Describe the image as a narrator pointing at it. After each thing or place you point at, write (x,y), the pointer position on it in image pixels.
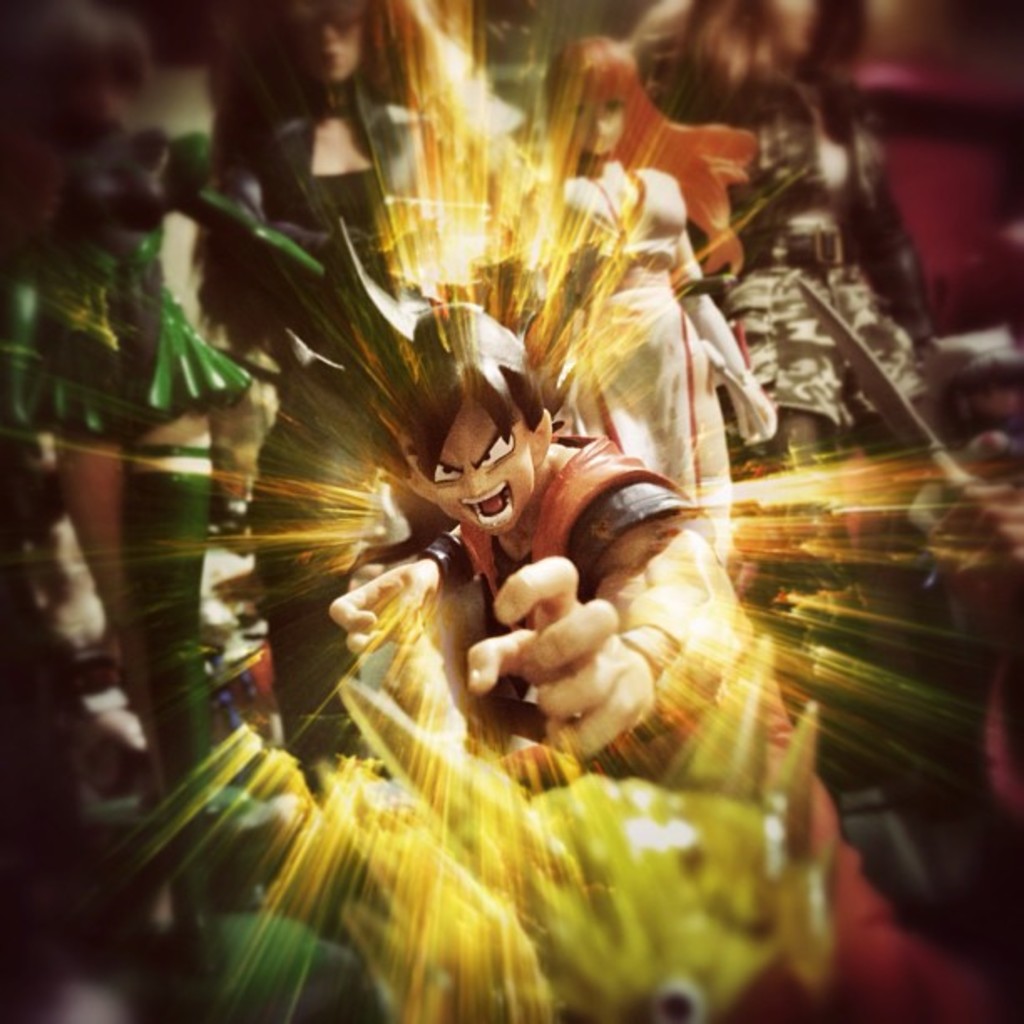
In front of the image there is a cartoon character (471,527) with graphics (716,586), behind the character (474,527) there are a few other cartoon characters (624,123).
